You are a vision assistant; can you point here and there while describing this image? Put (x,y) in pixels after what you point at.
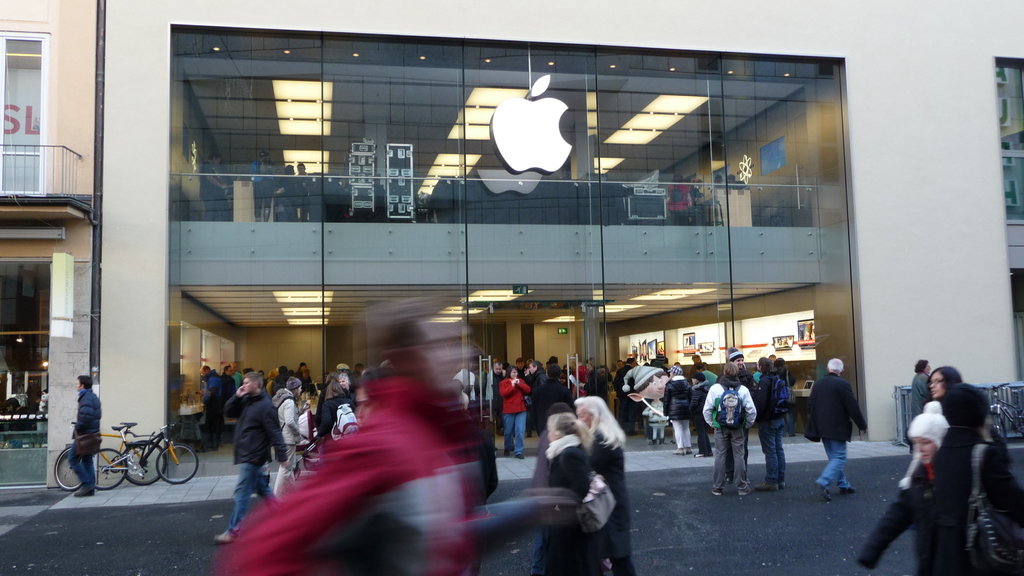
In this picture I can observe some people (335,499) walking on the road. There are some people (342,374) in the building (297,356). I can observe glass doors (529,339). On the left side (137,436) there are some bicycles (117,466). There are men (448,460) and women (406,429) in this picture.
